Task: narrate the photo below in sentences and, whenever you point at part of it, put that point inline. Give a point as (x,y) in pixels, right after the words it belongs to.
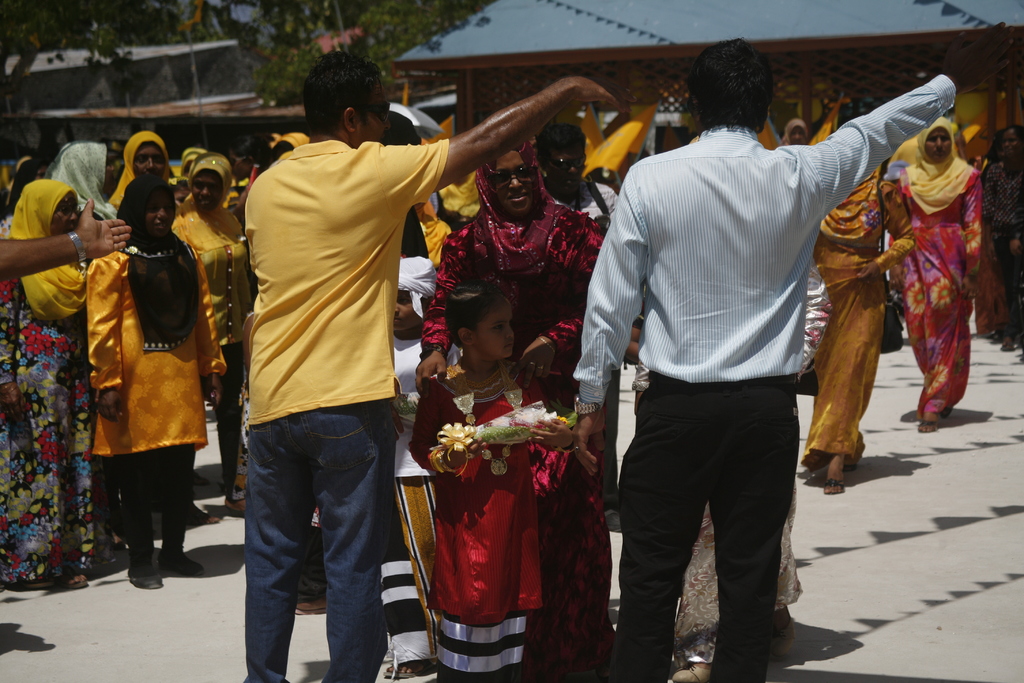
In this image I can see few people (676,317) are standing and wearing different color dresses (642,544). One person (468,417) is holding something. Back I can see few trees (354,11) and sheds (480,54).
